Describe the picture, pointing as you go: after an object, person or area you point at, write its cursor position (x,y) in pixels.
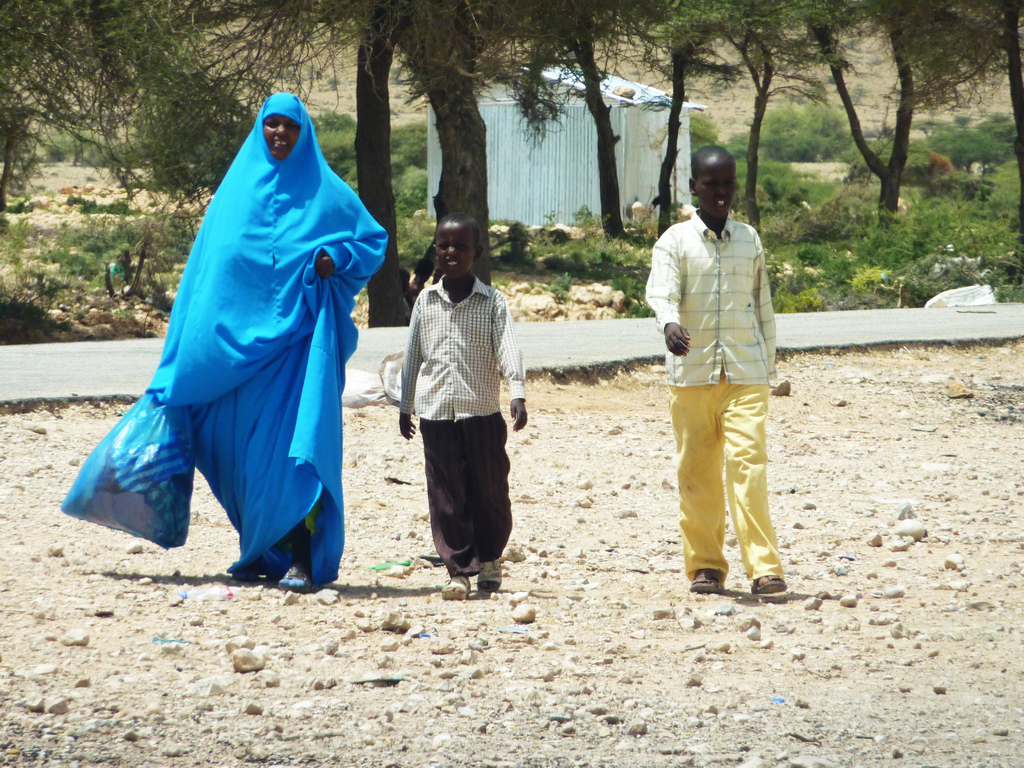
In this picture we can see three people (457,590) on the ground (609,602) and one woman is holding a plastic bag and in the background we can see the road (937,335), shed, trees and plants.
